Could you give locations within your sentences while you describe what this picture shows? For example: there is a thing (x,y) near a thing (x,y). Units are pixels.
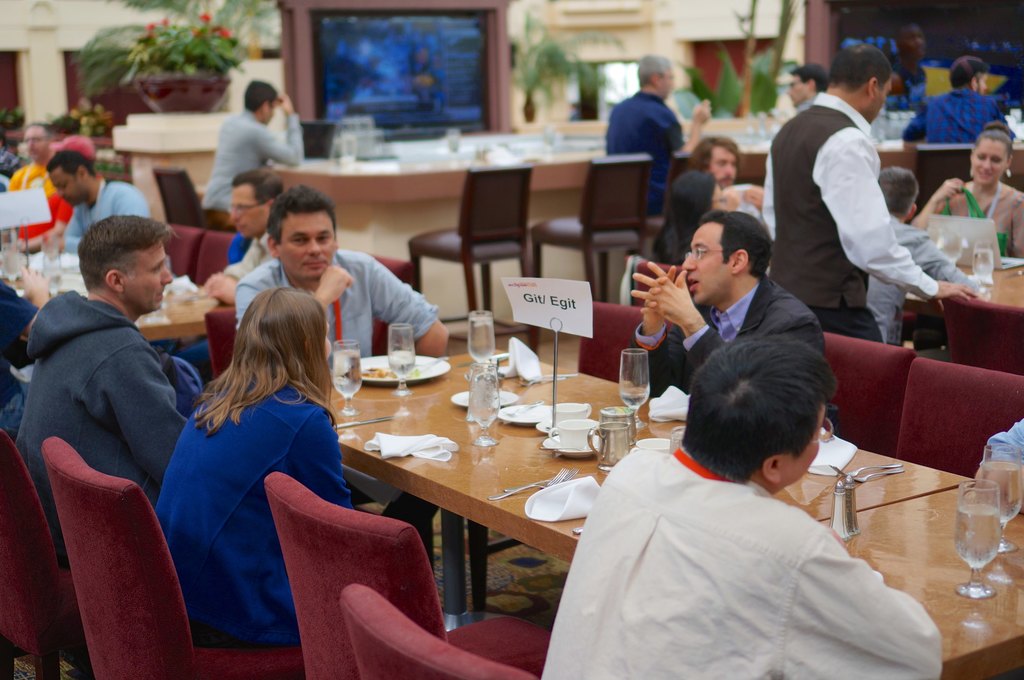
In this image i can see group of people (627,591) sitting and talking there are few glasses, plates (547,431), cloth (445,437) on a table (475,451) at the back ground (653,118) there are few other people (839,150) some are sitting and some are standing, few chairs (630,190), a glass screen (389,37), and a small pot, a wall (44,18).
